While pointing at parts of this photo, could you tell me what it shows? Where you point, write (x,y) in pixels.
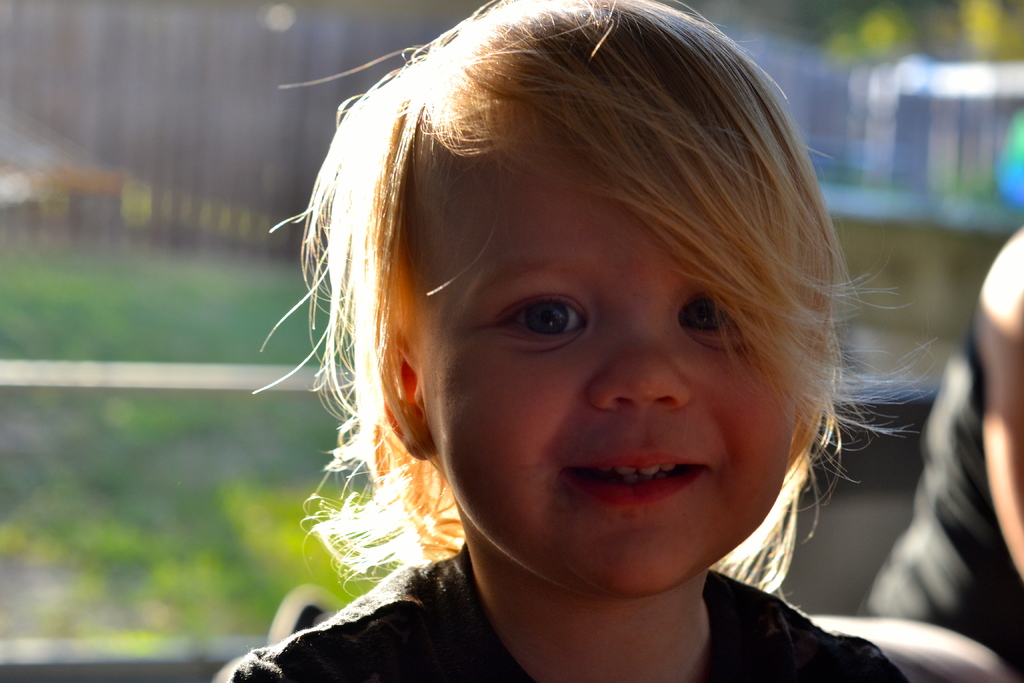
In the center of the image (471,323) we can see a kid (438,568) sitting and smiling. In the background (954,520) we can see a person (949,431) and a fence (878,132).
